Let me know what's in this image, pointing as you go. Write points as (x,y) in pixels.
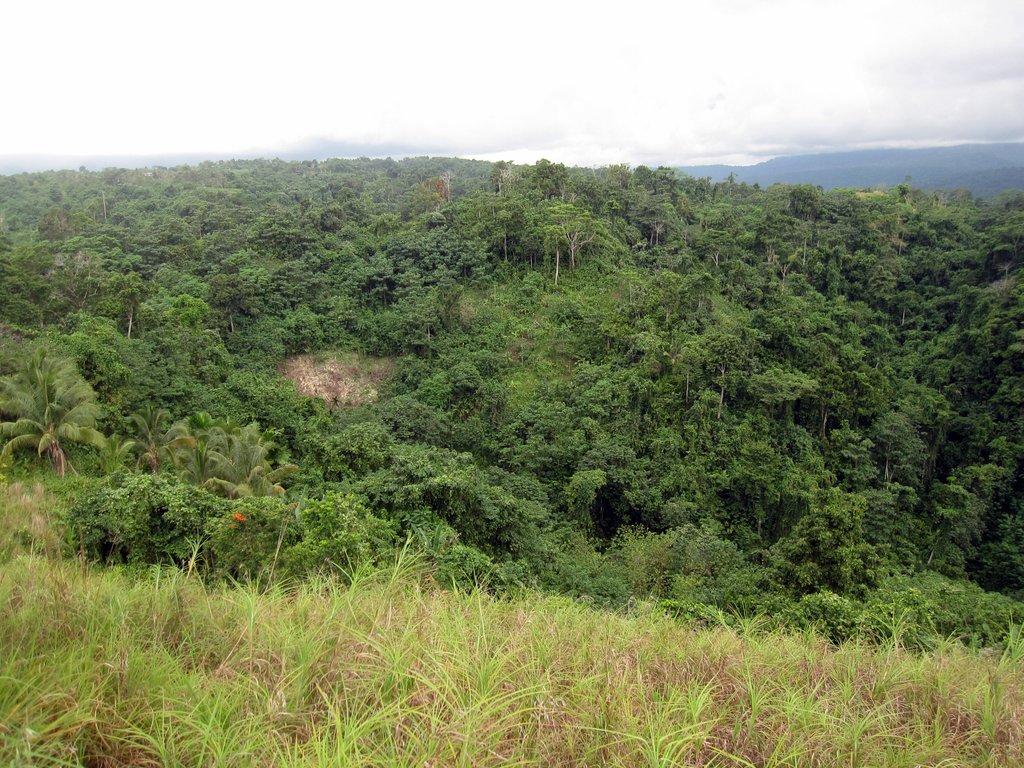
At the bottom of the image (378,664) there is grass (621,664). In the background (289,483) there are trees (907,429), hill (837,162) and sky (450,125).
